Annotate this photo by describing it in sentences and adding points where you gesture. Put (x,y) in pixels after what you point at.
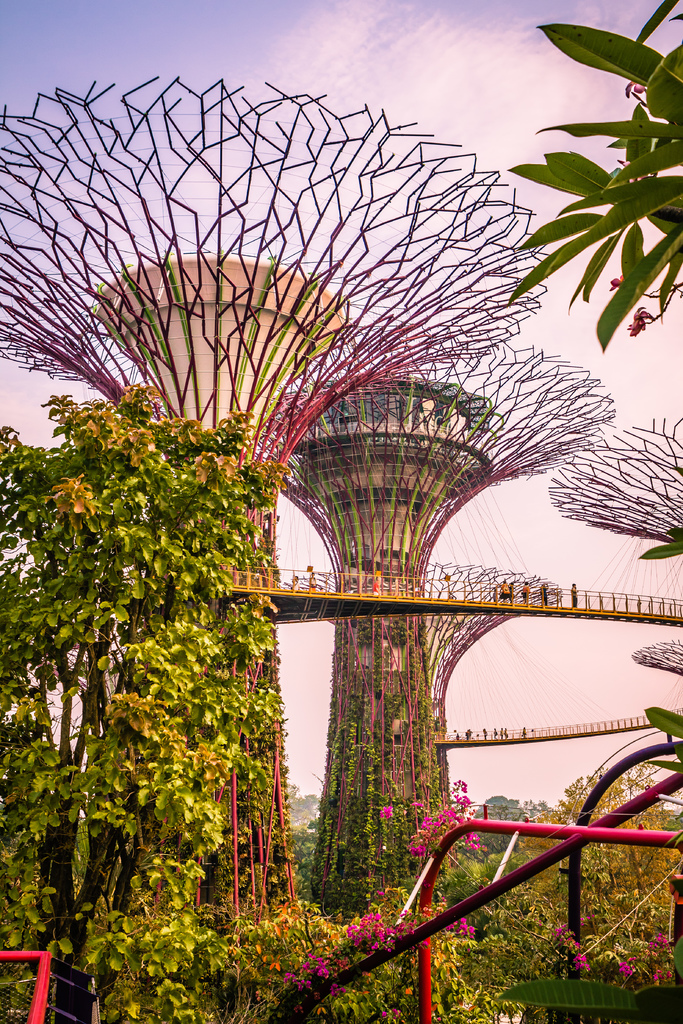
At the bottom of the picture (500,943), we see trees (188,943) and beside that, we see the towers (243,608) and people (311,580) walking on the bridge (533,611). There are many trees (520,819) in the background (594,847) and at the top of the picture (132,18), we see the sky (329,95).
